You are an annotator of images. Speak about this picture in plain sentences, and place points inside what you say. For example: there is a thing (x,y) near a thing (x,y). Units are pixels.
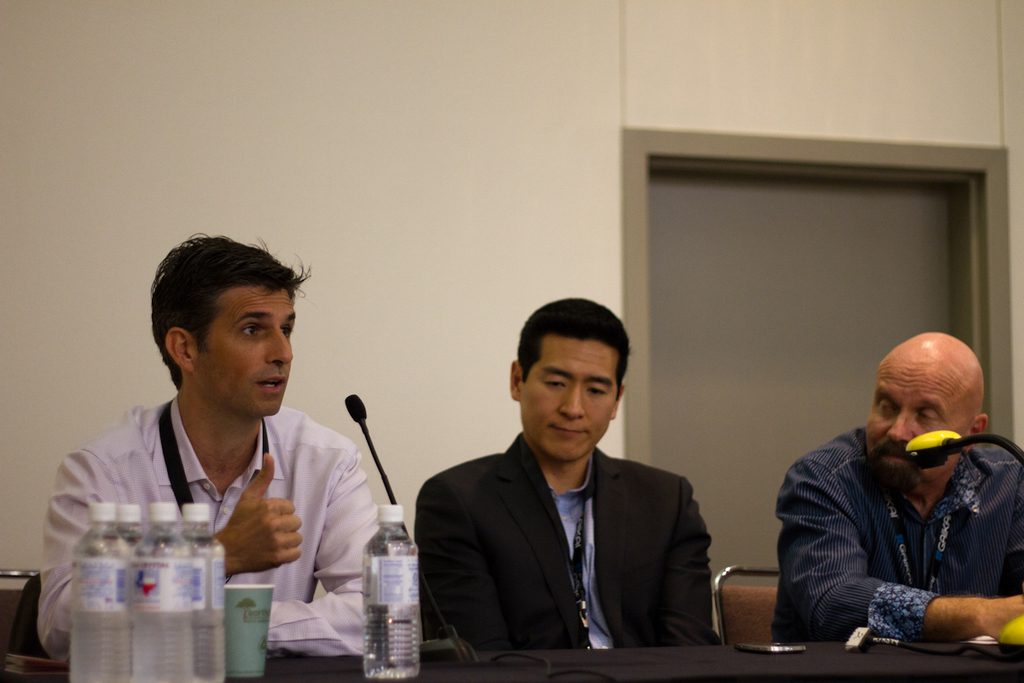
At the bottom of the image (315,680) there is a table (938,680), on the table (931,668) there are some bottles (213,634), cups (233,635) and microphones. Behind the table (278,679) few people (1015,575) are sitting. Behind them there is wall (344,415).
